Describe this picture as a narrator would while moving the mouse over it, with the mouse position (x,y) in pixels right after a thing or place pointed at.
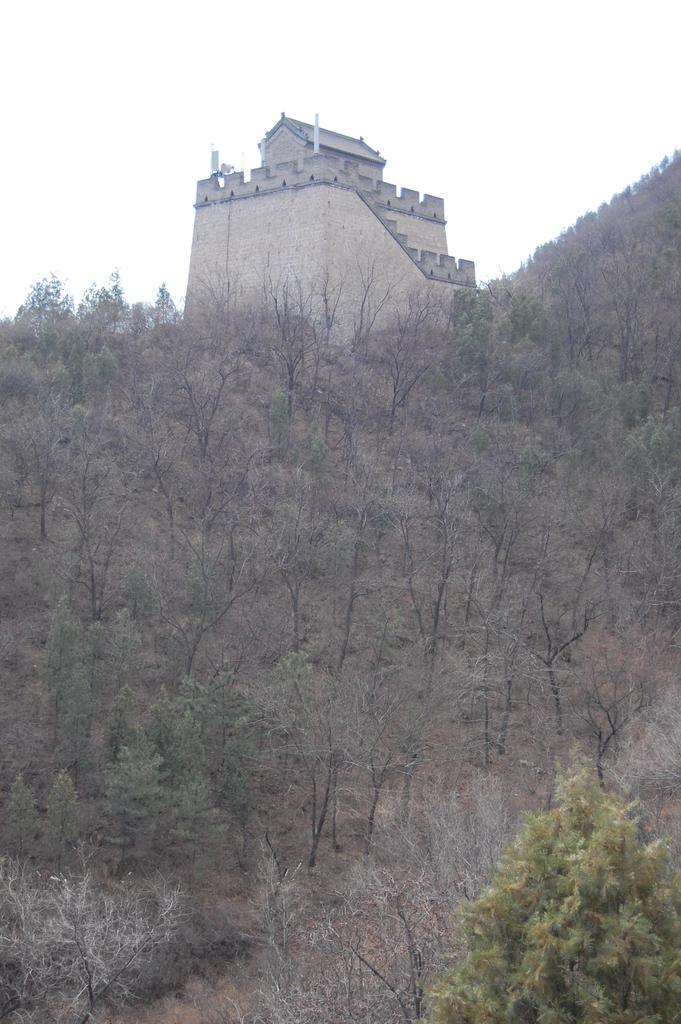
In the picture I can see trees (387,664) and a building (366,260). In the background (390,174) I can see the sky (349,82).
